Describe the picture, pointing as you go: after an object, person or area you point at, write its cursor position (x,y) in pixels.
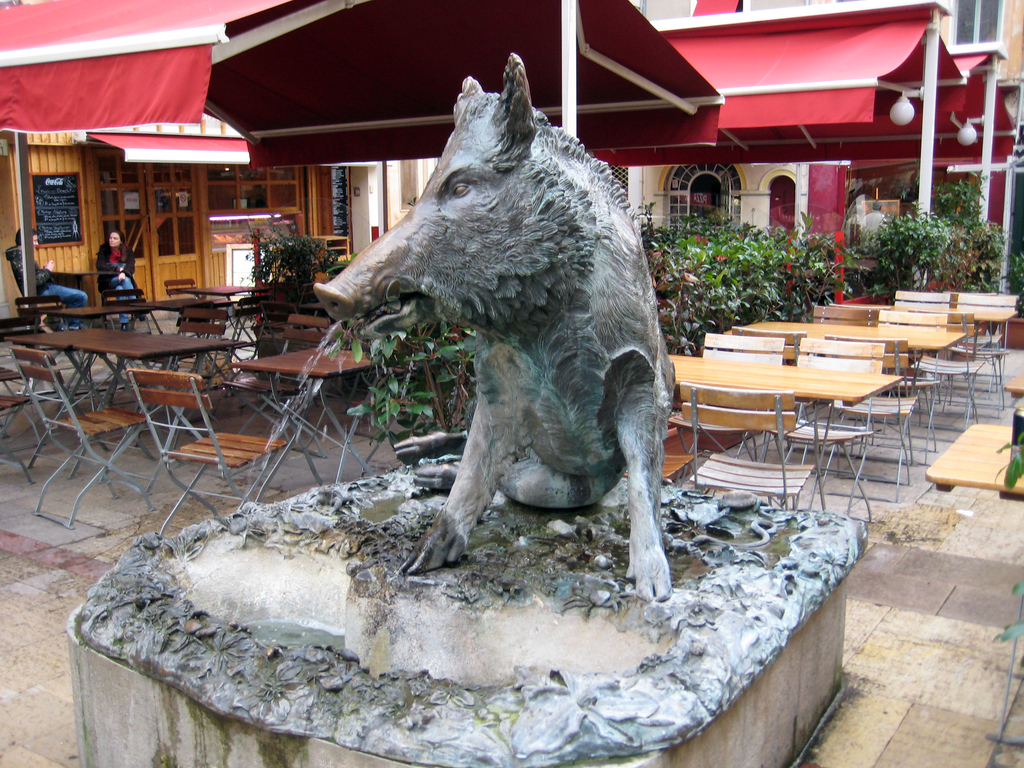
This picture contains the statue of an animal (573,508). Behind that, we see many chairs (253,316) and tables (208,344) placed under the red color tent (361,63). There are many trees (728,306) and plants (687,306). In the background (108,213), we see buildings (112,193) which are in white and brown color. This picture might be clicked outside the hotel (38,158).
